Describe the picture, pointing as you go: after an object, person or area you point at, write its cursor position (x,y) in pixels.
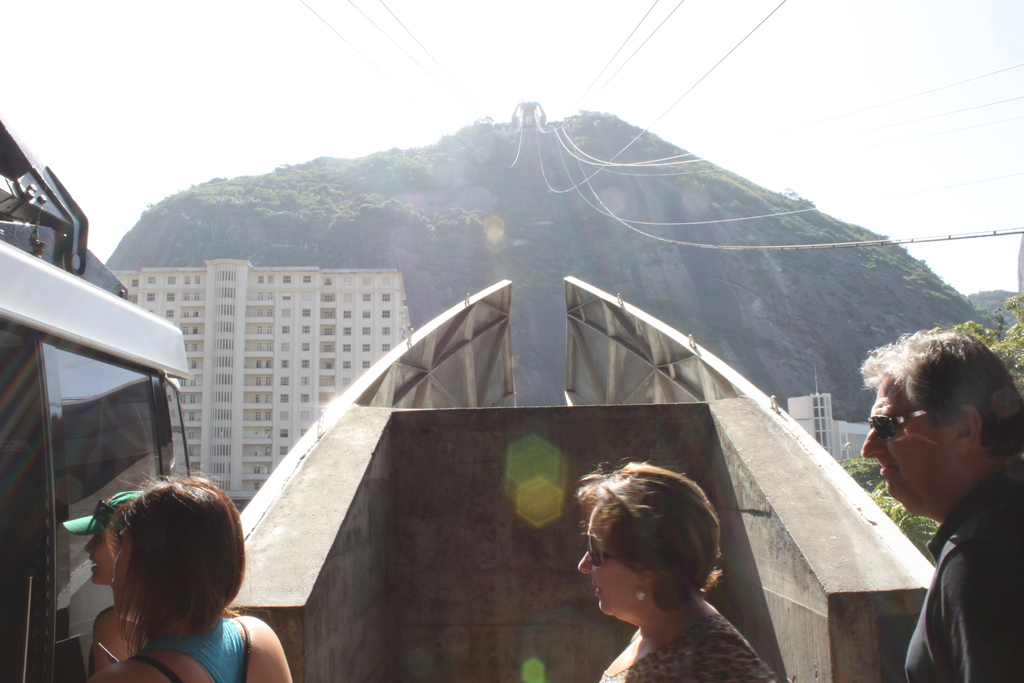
In the image we can see there are people (613,596) standing near the ropeway cable car (67,426). Behind there is a building (301,357) and there are trees (324,226) on the hill (396,228).
